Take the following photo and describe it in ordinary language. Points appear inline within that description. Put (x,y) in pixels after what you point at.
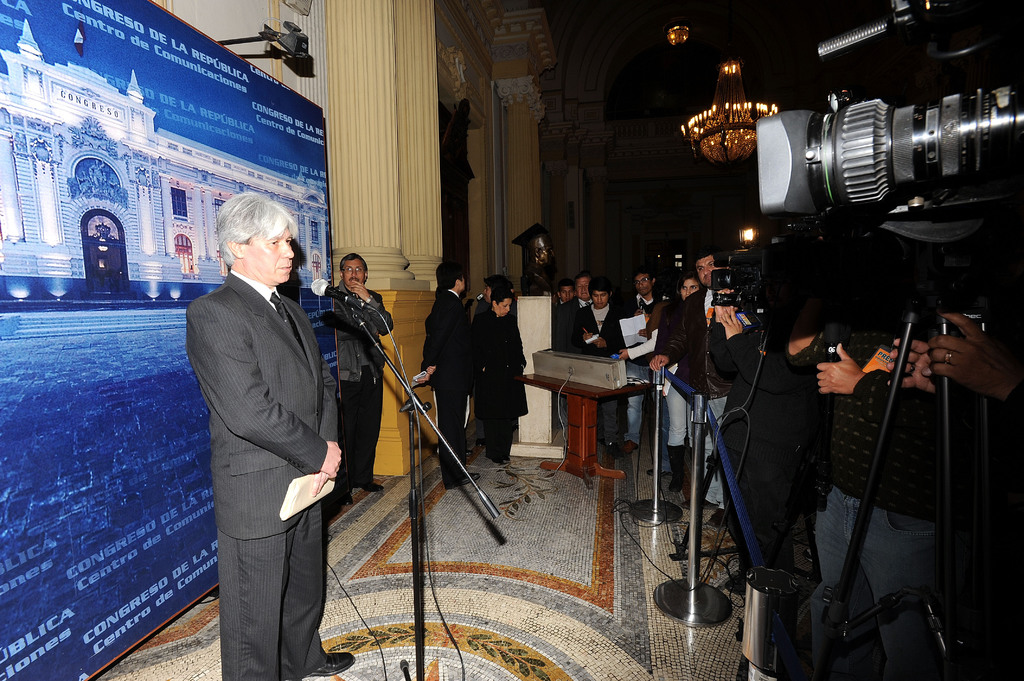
In this picture we can see a group of people (459,428) standing holding cameras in hand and taking picture of person (273,342) on left (260,294) where he is talking on mic (325,284) holding papers (300,507) in his hand (334,472) and in background (315,178) we can see banner (248,86), pillar (333,55), chandelier (745,126) and it is dark.
